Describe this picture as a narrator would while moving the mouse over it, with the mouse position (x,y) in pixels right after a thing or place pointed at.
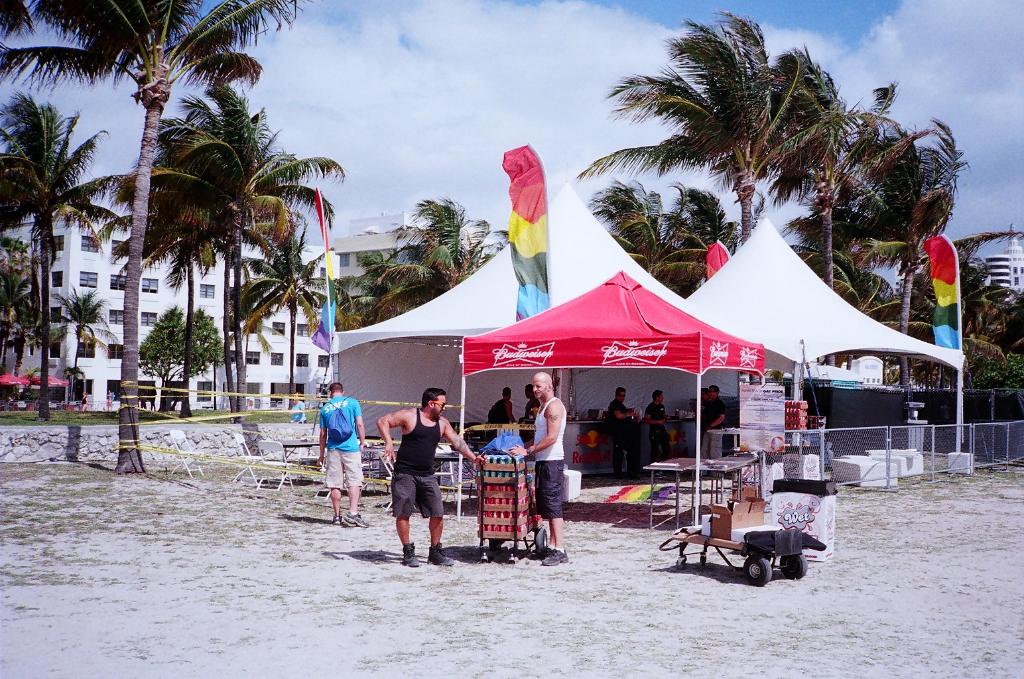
In the center of the image (555,367) we can see tents (615,333) and persons (557,452). In the background (389,229) we can see trees (671,218), buildings (17,231), sky (705,15) and clouds (390,89). At the bottom (492,616) there is a sand (507,624).
